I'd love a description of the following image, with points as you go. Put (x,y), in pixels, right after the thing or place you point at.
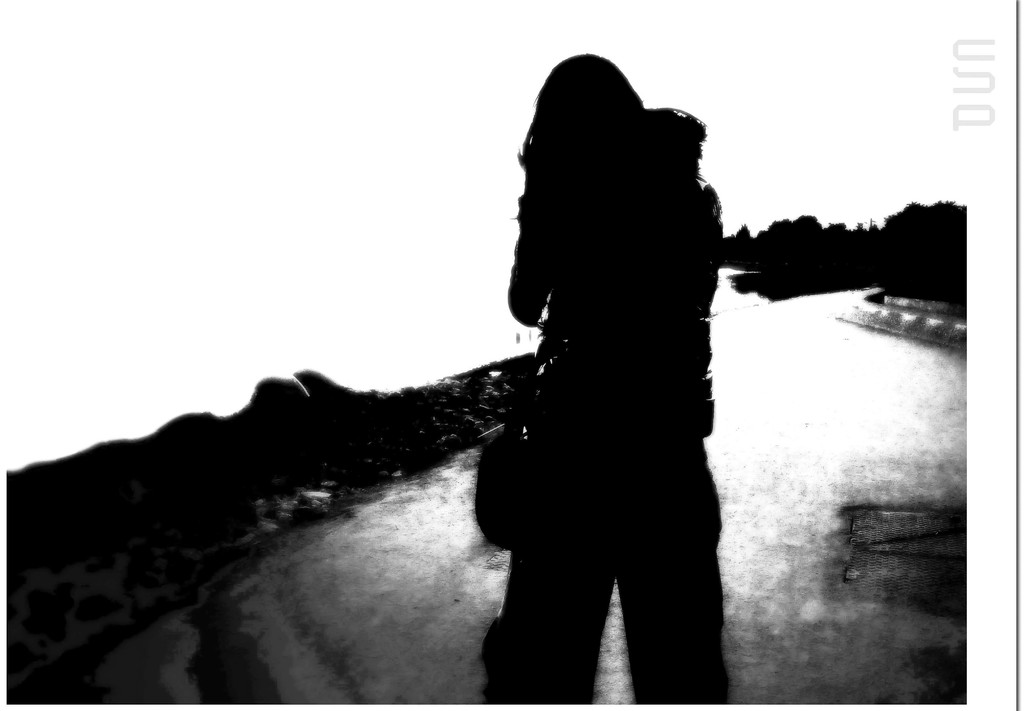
In this picture we can see a person (546,492) and in the background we can see trees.
